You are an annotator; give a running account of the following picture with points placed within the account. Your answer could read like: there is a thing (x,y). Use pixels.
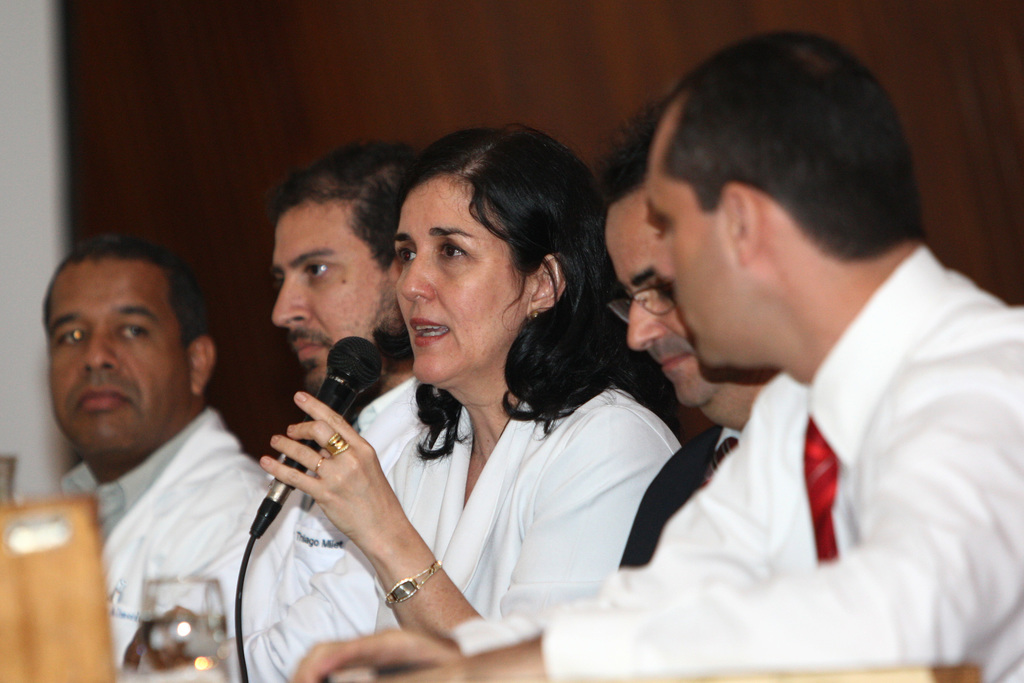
In this image I can see the group of people (184,477) with white, black and red color dresses (180,496). I can see one person (333,445) holding the mic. I can see the blurred image (96,609) in-front of these people (151,558). And there is a white and brown background (211,123).
